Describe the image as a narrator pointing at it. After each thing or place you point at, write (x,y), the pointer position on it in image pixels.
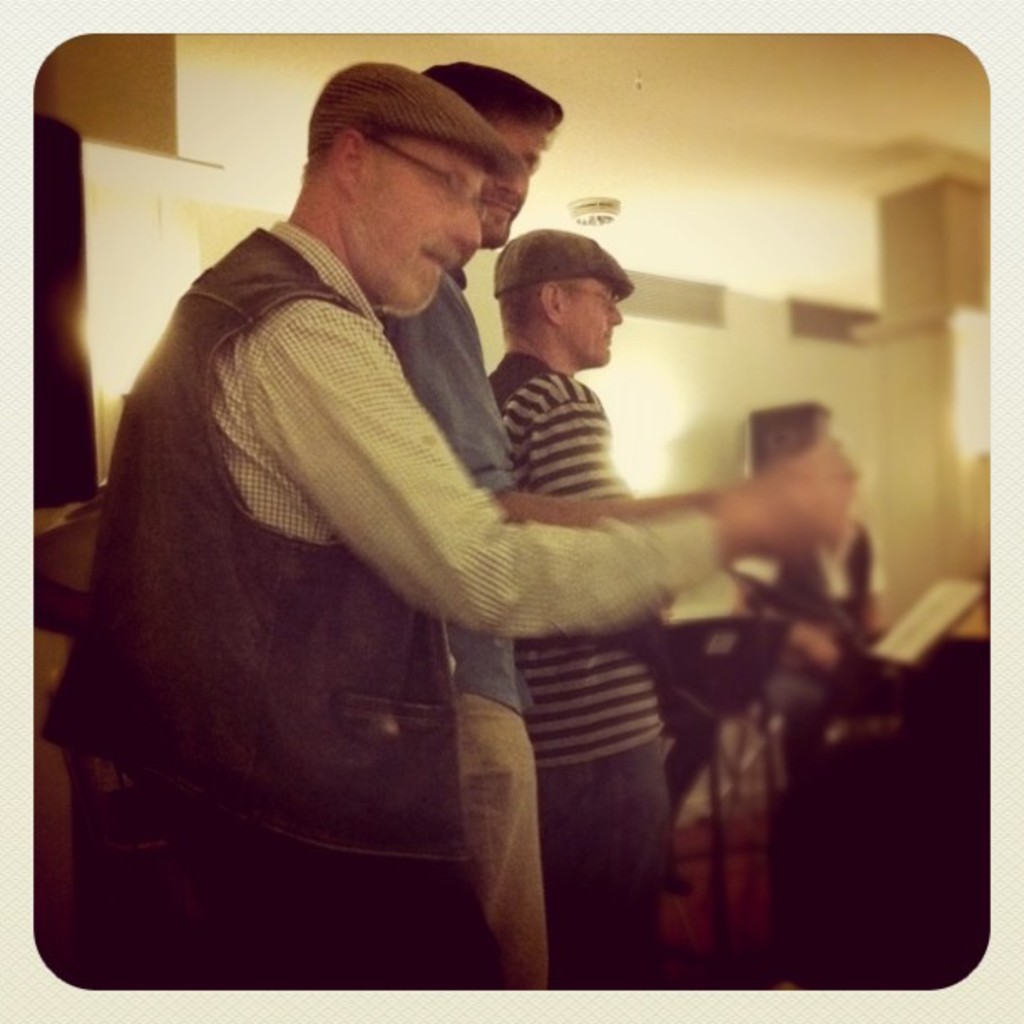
In the image we can see there are people (422,511) standing wearing clothes (421,537) and two of them are wearing spectacles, caps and the background (908,361) is blurred.
